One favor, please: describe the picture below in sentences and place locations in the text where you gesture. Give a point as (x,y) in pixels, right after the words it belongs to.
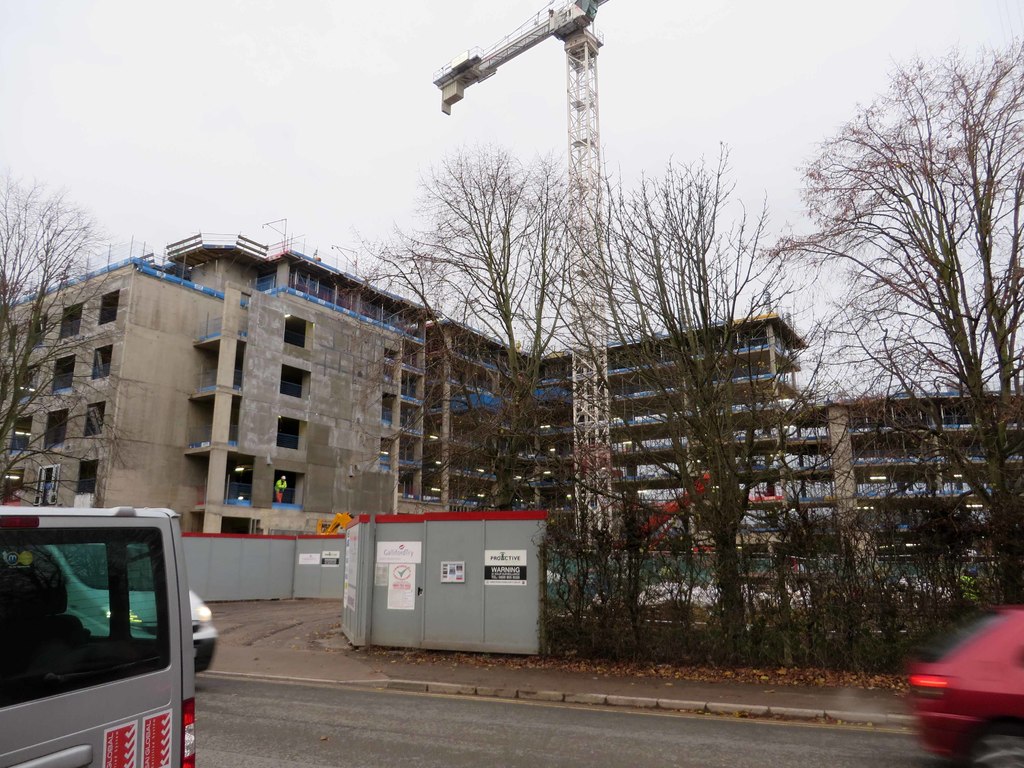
In this image on the left side (129,706) a vehicle (148,706) is moving on the road (481,736), on the right side (891,238) there are trees (781,437) and few buildings (739,356) are under construction. At the bottom (428,754) it is the road (445,730), at the top (361,38) it is the sky (382,36), in the middle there is a machine (570,99) in white color.
